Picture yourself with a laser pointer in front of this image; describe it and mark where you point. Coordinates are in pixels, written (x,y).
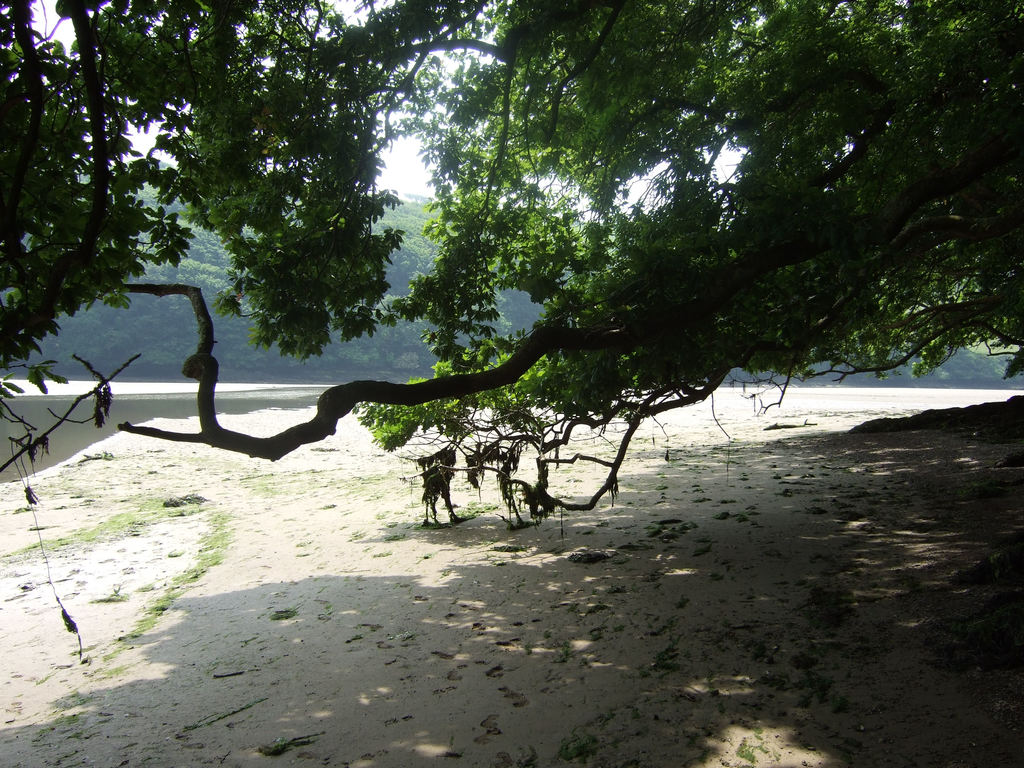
In this image I can see trees (775,191) and the lake (42,397) and the sky (418,179).
